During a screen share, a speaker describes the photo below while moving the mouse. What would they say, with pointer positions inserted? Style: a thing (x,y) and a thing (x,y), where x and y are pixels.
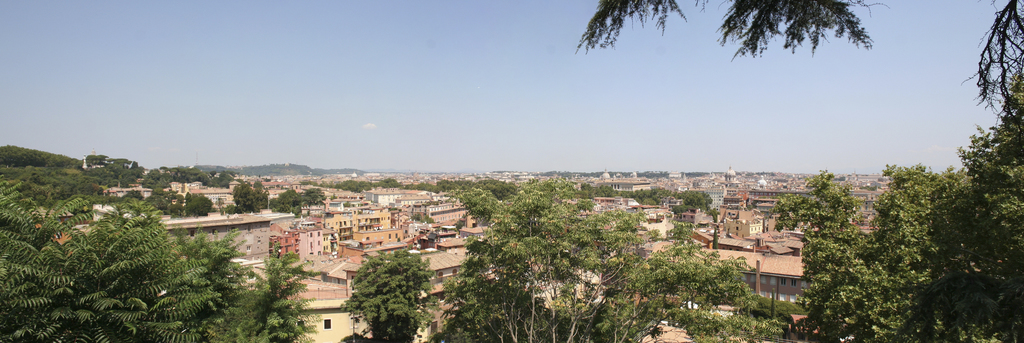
In this image we can see group of buildings (424,229), group of trees (495,259) and in the background (278,81), we can see the sky (453,114).
